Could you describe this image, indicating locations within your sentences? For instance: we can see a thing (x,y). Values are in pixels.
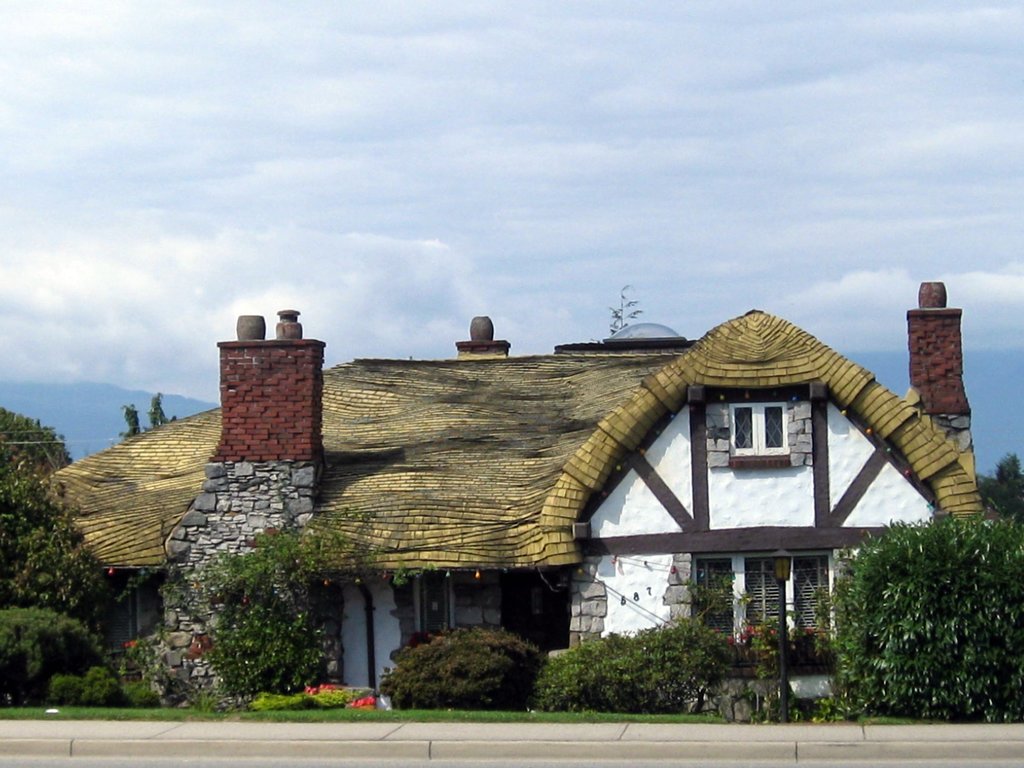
Here in this picture we can see a house (411,479) with door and windows (743,626) present over a place (998,757) and in the front of it we can see plants (853,648) and trees (62,574) present and we can see the sky (575,330) is fully covered with clouds (504,226) and in the far we can see mountains (78,420) present.
